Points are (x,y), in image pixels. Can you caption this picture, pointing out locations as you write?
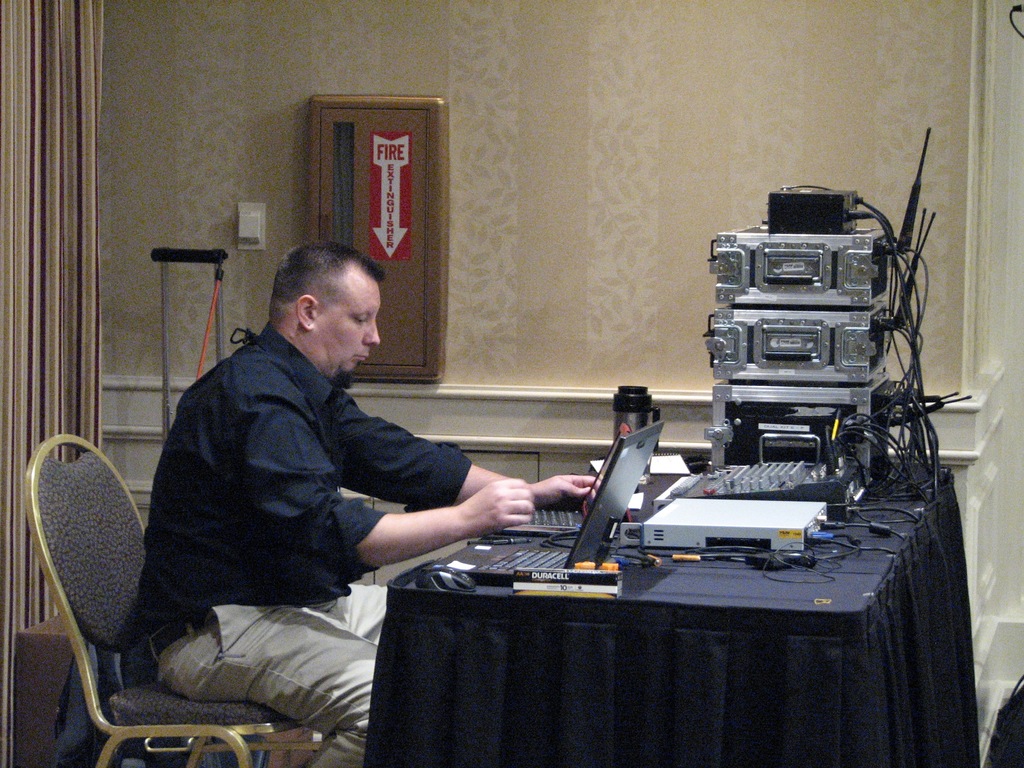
In this picture we can see one person (235,531) is sitting on the chair (228,705) and in front (782,683) there is a table (661,478) on its few laptops (534,529), some instruments (867,451), and books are placed.
